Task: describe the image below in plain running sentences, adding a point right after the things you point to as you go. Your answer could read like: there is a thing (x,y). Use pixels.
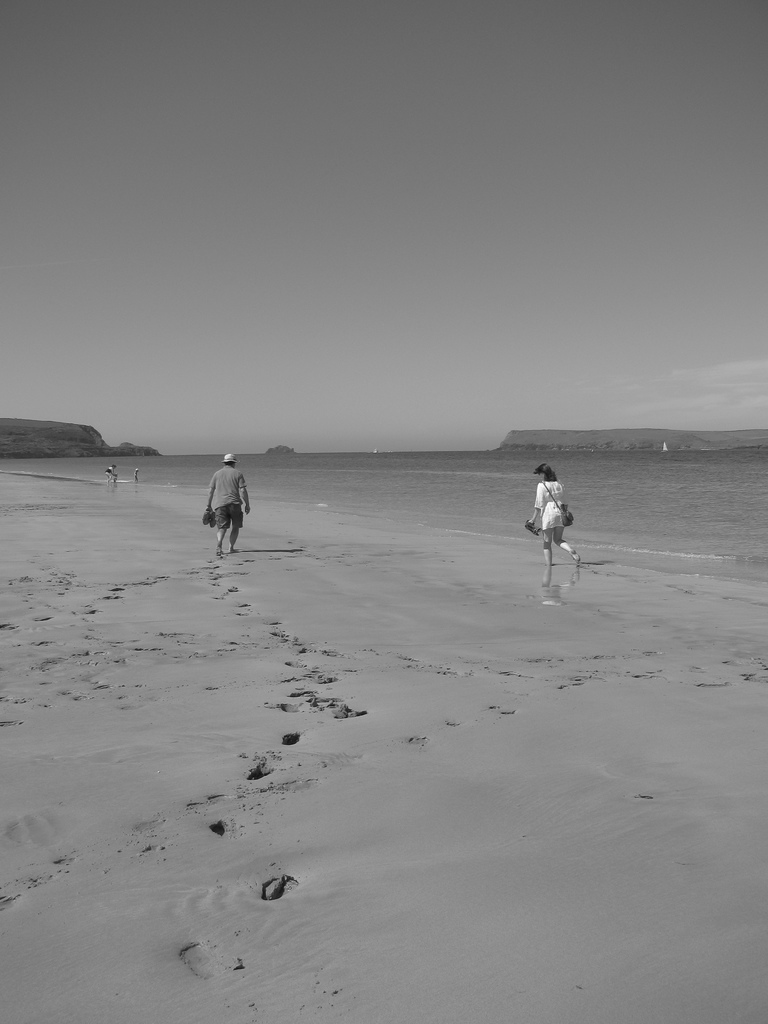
In the picture we can see a beach (422,687) with sand (589,740) two people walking on it and beside it we can see a water surface (738,542) and far away from it we can see hills (23,450) and sky (460,358).
